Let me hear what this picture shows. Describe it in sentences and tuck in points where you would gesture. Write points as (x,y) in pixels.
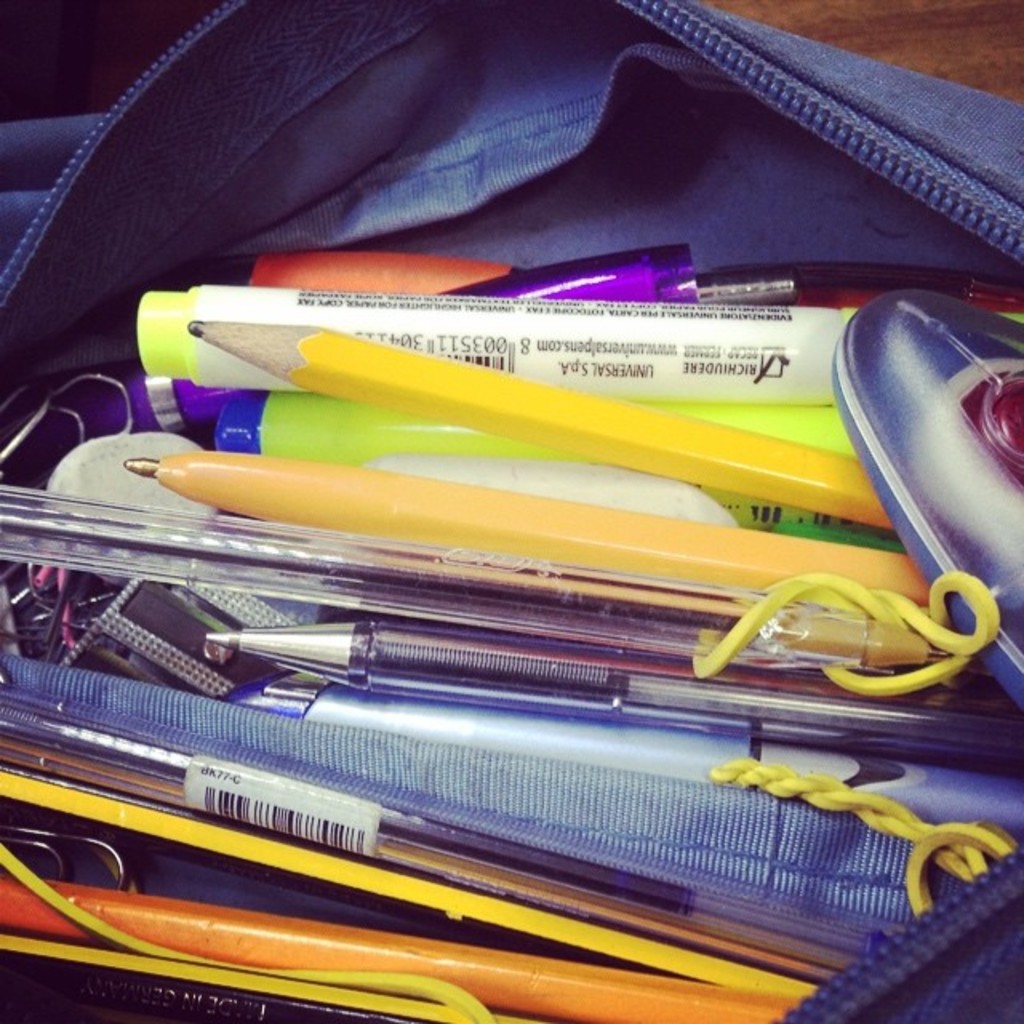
In this picture we can see a pouch (943,889) with pens (428,520), pencils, some objects (876,334) in it and this pack (491,222) is placed on the wooden surface (978,27).
